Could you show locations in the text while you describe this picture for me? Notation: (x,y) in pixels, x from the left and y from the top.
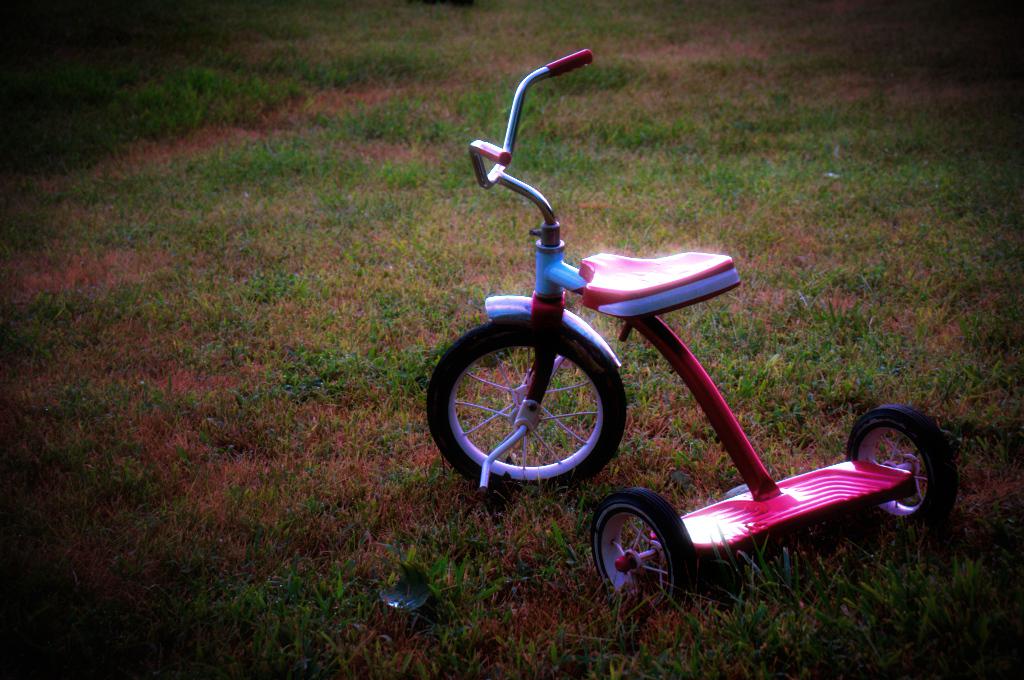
In this picture we can observe a small bicycle (624,270) which is in blue and pink color on the ground (362,520). There is some grass (205,377) on the ground (300,282).
